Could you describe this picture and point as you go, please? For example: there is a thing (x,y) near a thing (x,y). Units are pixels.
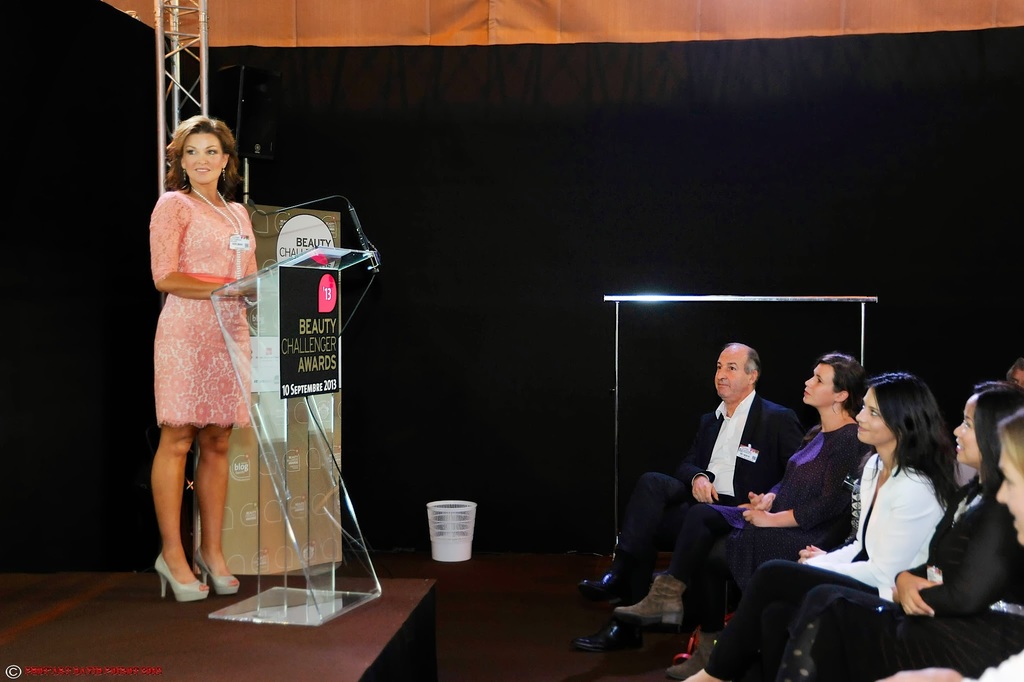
In this image, we can see a lady (184,410) standing on the stage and there is a mic stand (297,543). On the right (869,531), we can see people (767,507) sitting on the chairs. In the background (482,102), there is curtain (565,192).
